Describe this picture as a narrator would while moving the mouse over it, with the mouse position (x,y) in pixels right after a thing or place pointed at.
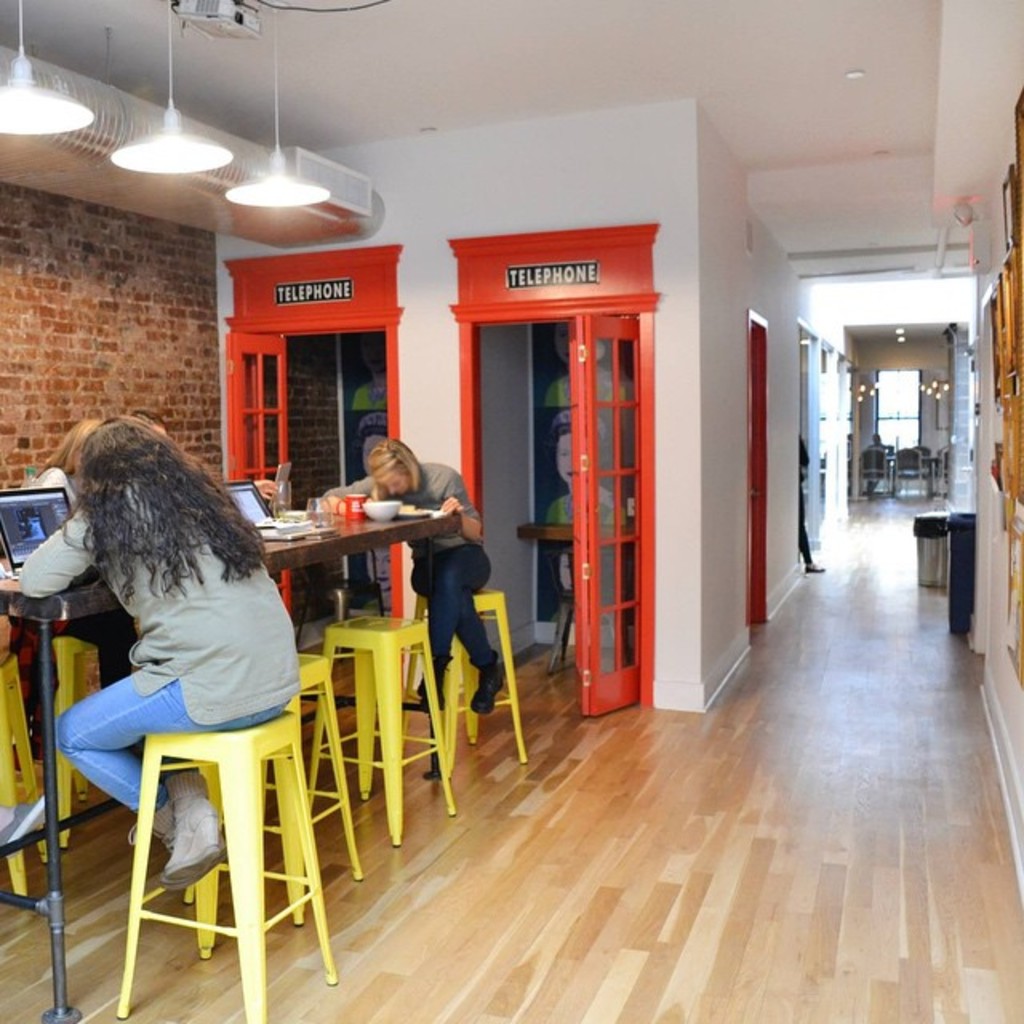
there are group of people (220,582) sitting on a stool (249,746) in this image the woman (230,621) in the left (174,588) is working on a laptop (29,535). And in the background (102,356) there are stones (135,331) with the red colour brick (145,304). In the middle (350,406) there are two rooms (347,386) with a name board (311,291) telephone (340,295) on the roof (239,107) there are three lights (21,68) hanging.
